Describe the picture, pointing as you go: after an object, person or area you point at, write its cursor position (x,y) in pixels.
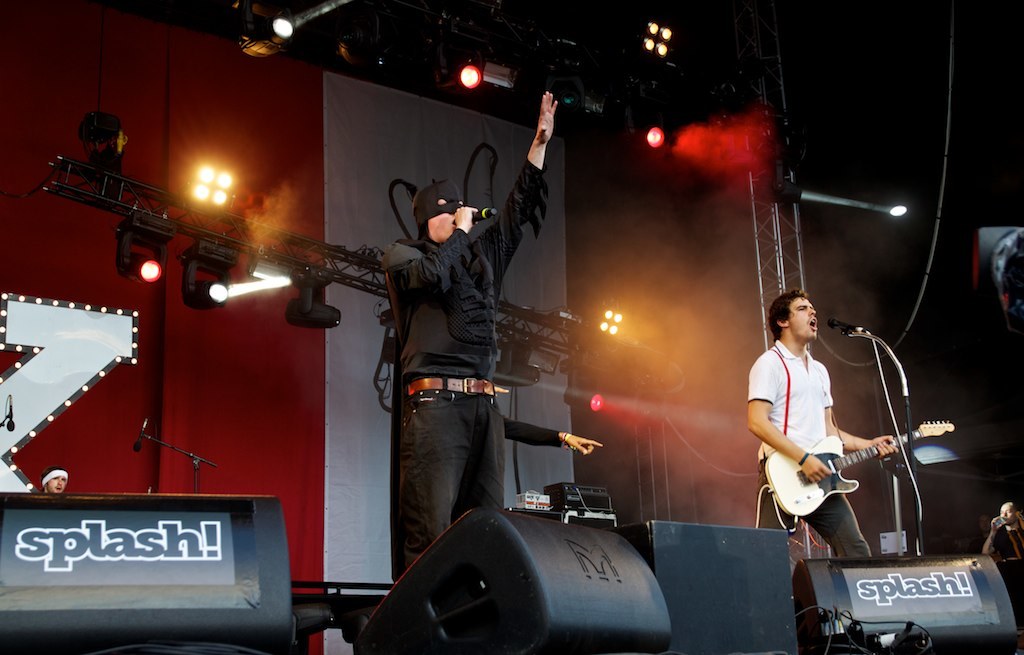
The person (465,331) wearing bat man dress (453,278) is singing in front of a mic (485,212) and there is another person (811,426) playing guitar (876,455) and singing in front of a mic (846,329).
